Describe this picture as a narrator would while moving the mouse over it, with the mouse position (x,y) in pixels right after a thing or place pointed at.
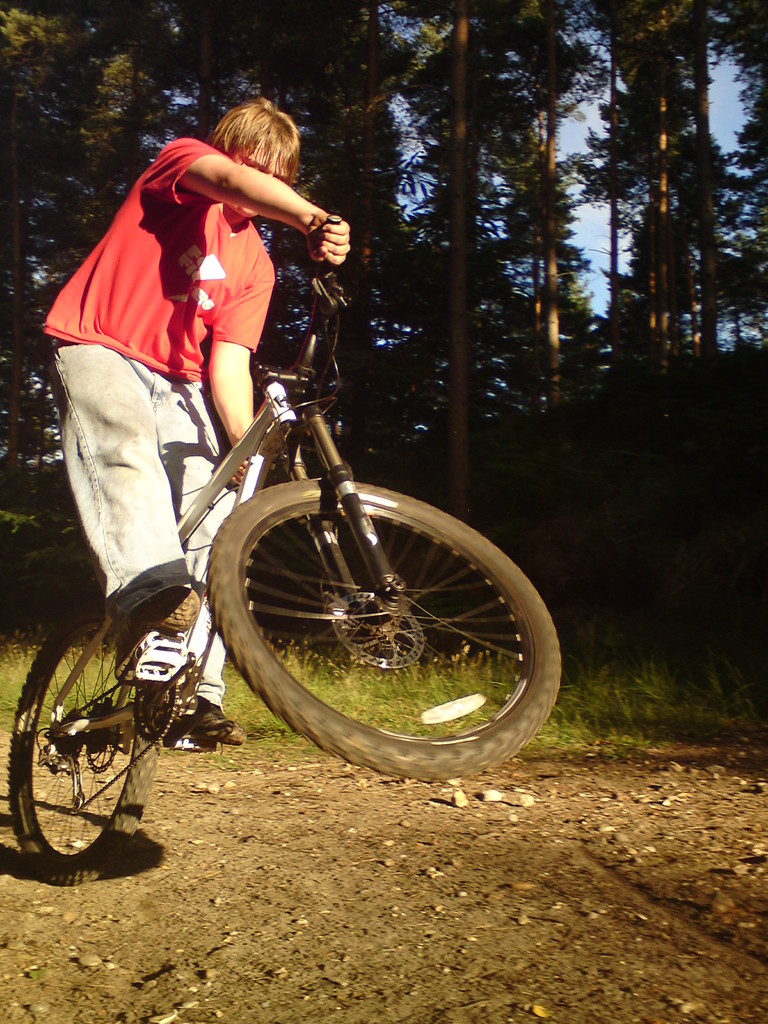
On the left (210,456) a man (192,482) is riding bicycle (227,560) he wear red t shirt (133,301), trouser (145,454) and shoes (214,728). In the background (626,462) there are trees (540,298), grass (591,656). At the bottom (416,934) there are stones (461,802) and land (332,902).
